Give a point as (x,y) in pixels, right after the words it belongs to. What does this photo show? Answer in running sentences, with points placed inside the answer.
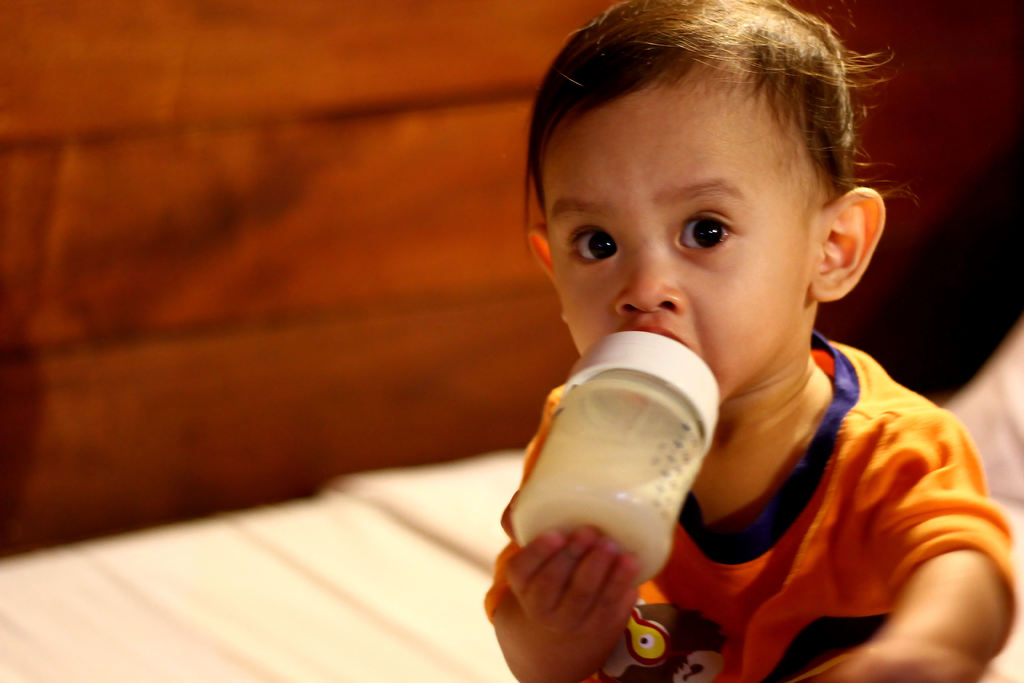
In this image we can see a baby (728,615) with a bottle (648,531). In the background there is a wall (182,302).
